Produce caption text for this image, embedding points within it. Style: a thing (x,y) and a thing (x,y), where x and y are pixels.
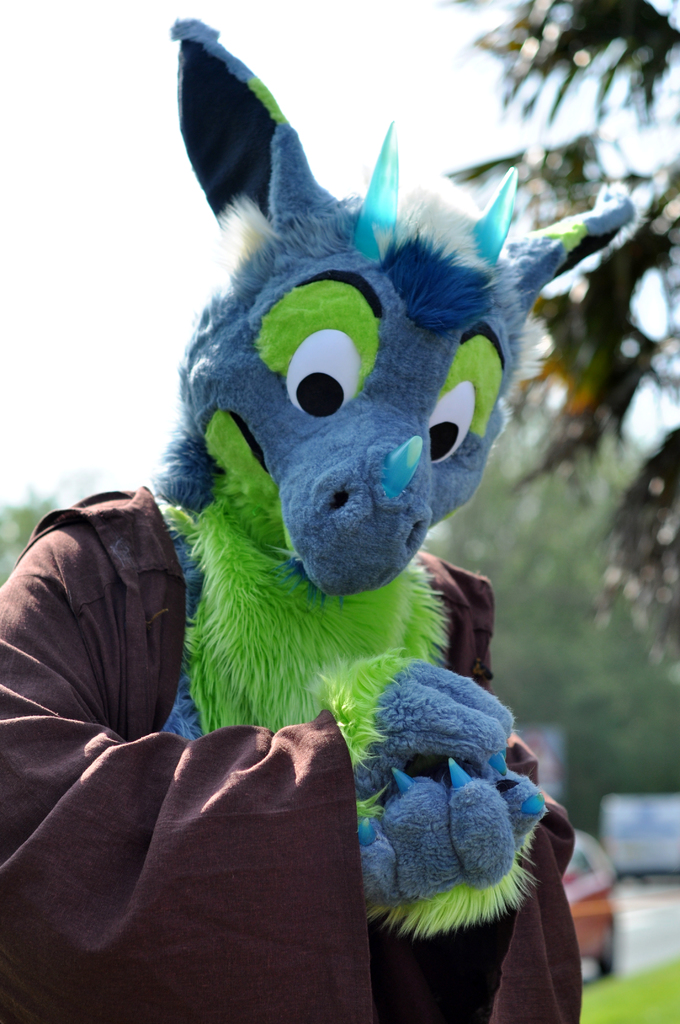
In the image it seems like a person (327,452) wearing some cartoon costume (405,663) and the background of the person (451,394) is blur.
